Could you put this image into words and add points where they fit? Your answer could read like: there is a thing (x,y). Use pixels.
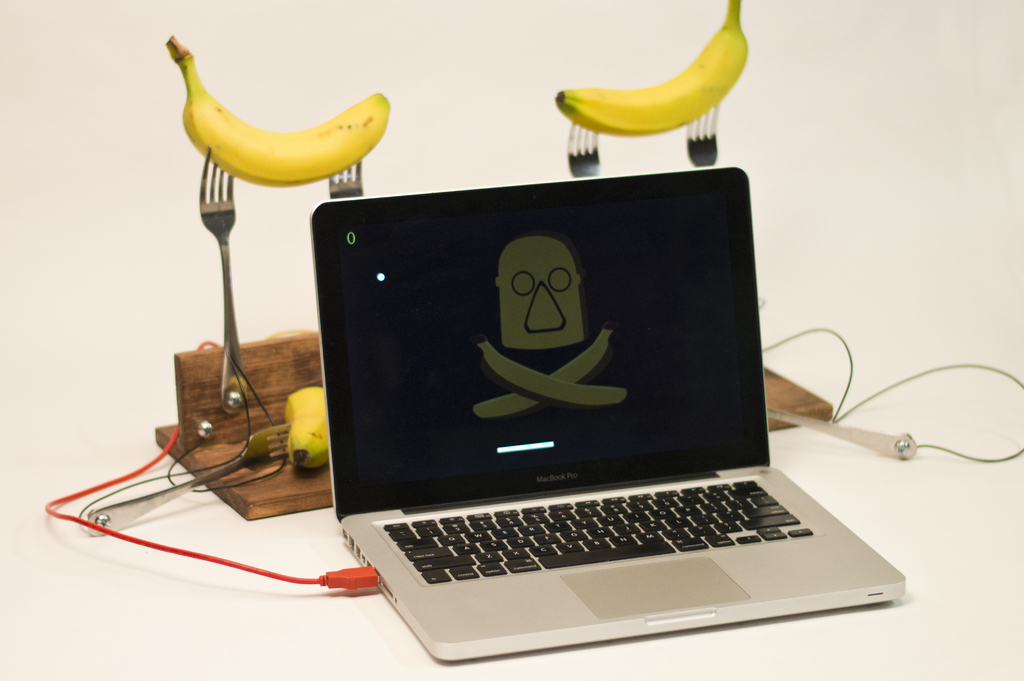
There is one laptop (546,457) kept on a white color surface (357,610) as we can see at the bottom of this image (375,614). We can see bananas (244,153), forks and a wooden object (214,390) is present in the background (212,407).
